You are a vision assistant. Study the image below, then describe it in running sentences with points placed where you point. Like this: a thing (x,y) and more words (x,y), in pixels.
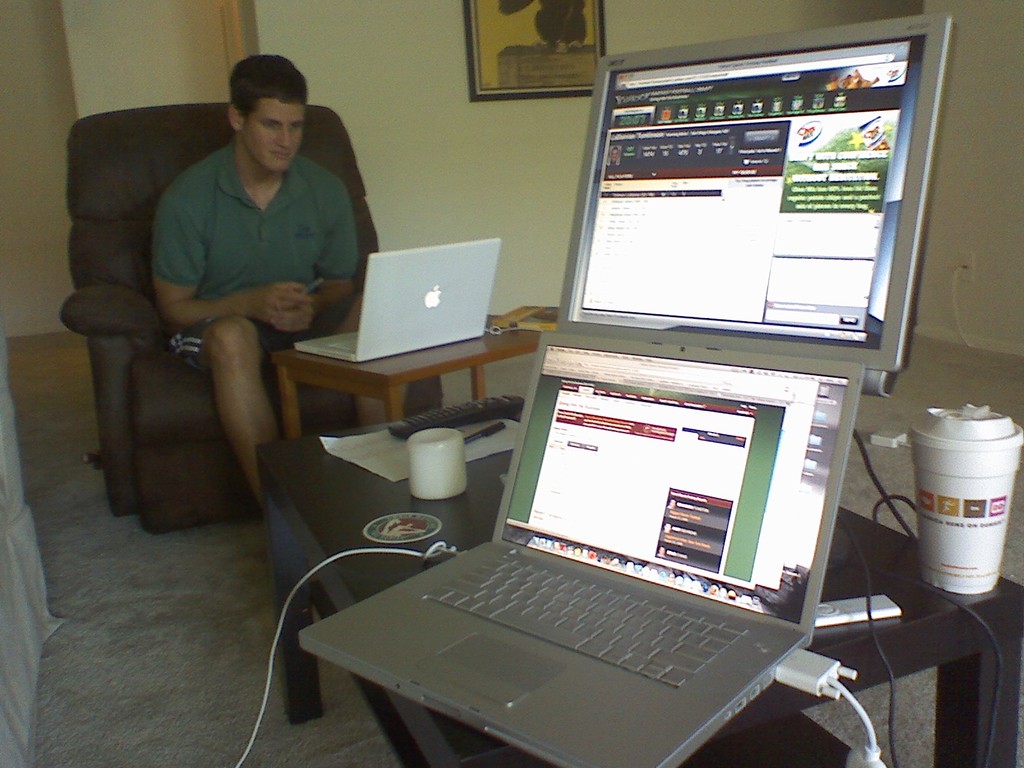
This person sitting on the chair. We can see tables (389,483). On the table (490,487) we can see laptops (638,463), glass (945,436), paper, pen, remote (455,418). On the background (330,31) we can see wall (378,25), frame (533,52). This is floor (108,631).
